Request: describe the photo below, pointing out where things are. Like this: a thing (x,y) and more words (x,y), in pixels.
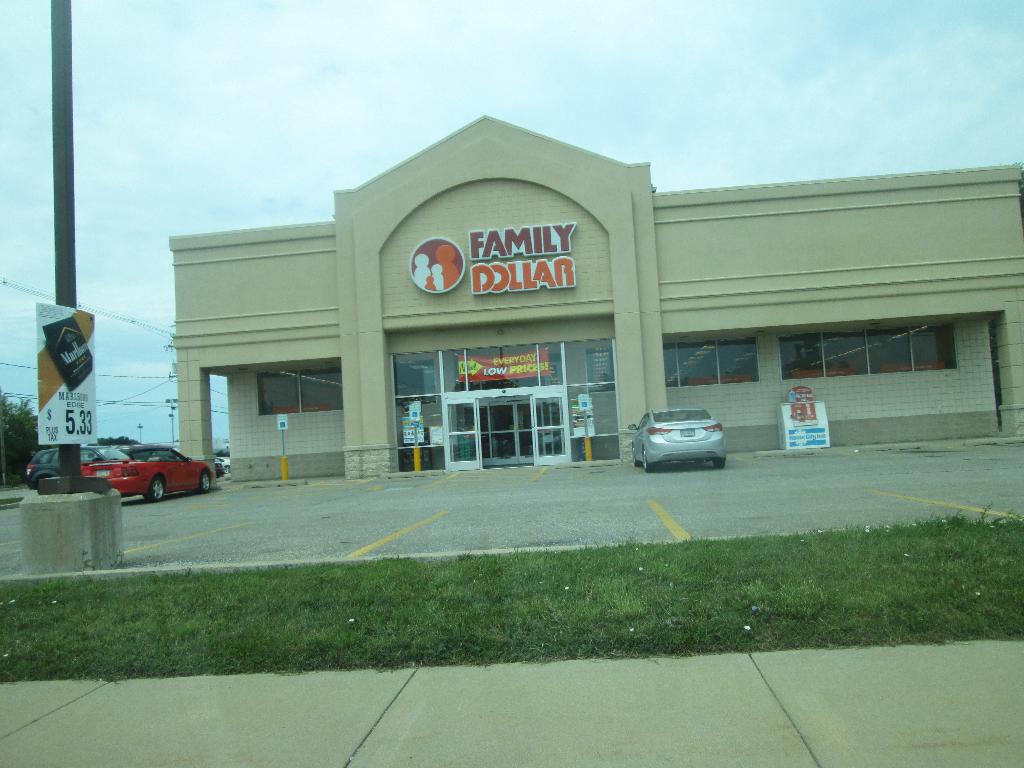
In this image, we can see a building (532,403) with some doors (501,404) and windows (859,368). We can also see vehicles (685,426). We can see the ground (560,495). There are a few poles (416,428). We can also see a board (817,436) on the right (820,418). We can see some grass (175,633), wires (148,375). We can also see the sky (192,195).
